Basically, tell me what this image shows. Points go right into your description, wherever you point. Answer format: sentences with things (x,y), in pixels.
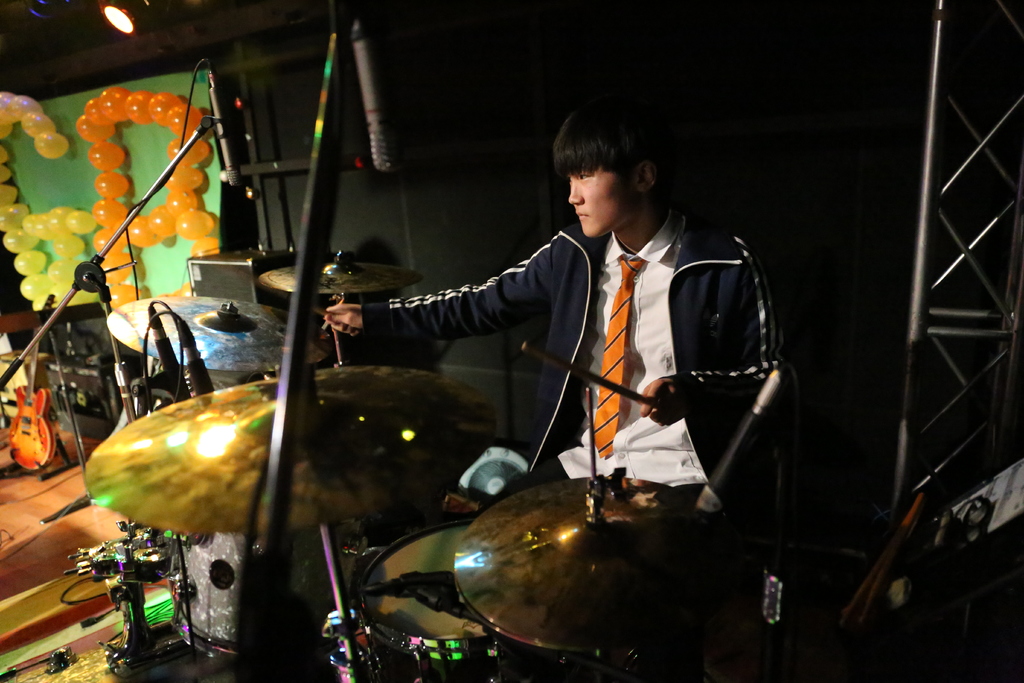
In the image we can see a man (664,398) sitting, wearing clothes (630,425) and holding drumsticks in hands (670,420). In front of him we can see musical instruments (213,479), microphones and cable wires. Here we can see balloons (98,162), floor (70,449), fence (960,239) and light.
